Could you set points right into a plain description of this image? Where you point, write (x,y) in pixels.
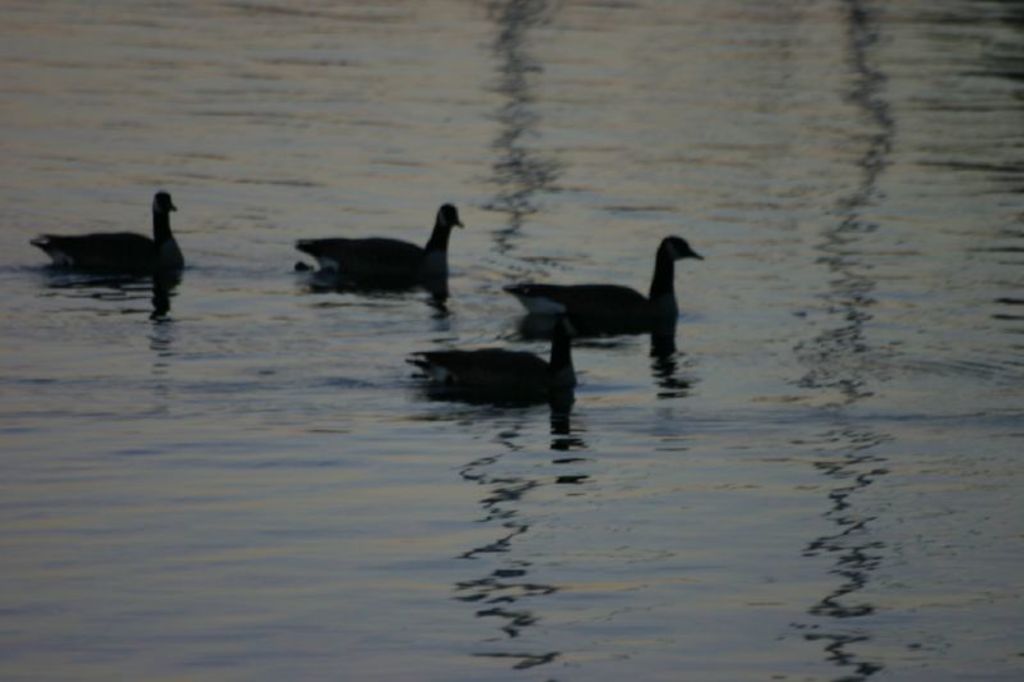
Here we can see four ducks (120,259) floating on the water (5,574).
